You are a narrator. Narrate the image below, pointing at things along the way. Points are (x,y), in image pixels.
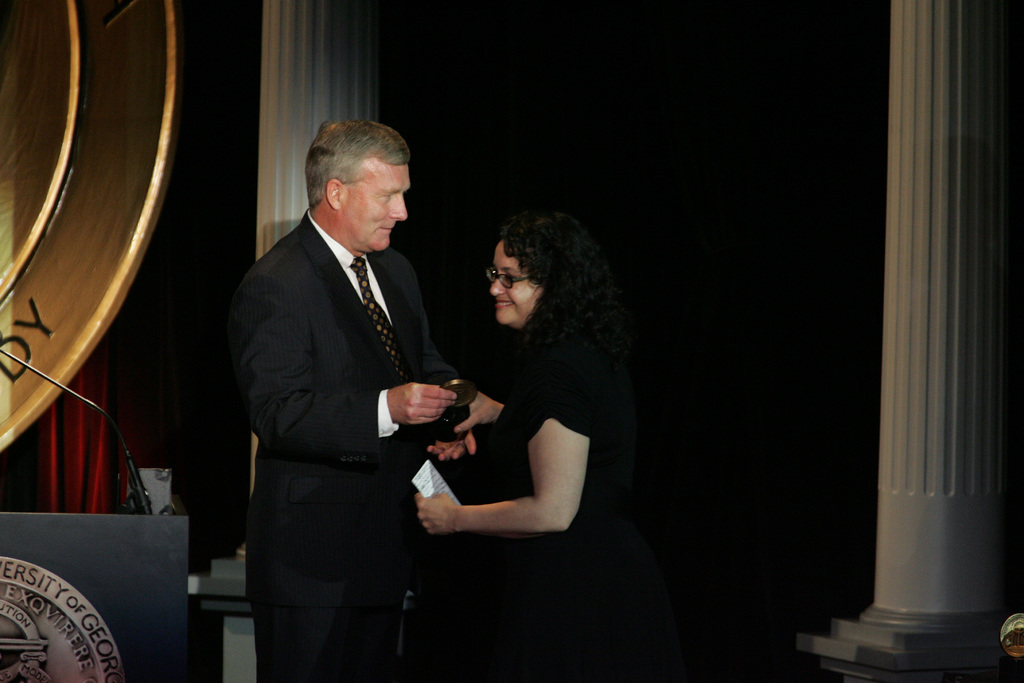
In this image there is a person (342,353) wearing a suit (329,365) and tie (406,379). Before him there is a woman (539,330) wearing spectacles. Behind them there is a pillar (327,51). Left bottom there is a podium (98,550) having a mike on it. There is a board (34,400). Behind it there is a curtain (161,293). Right side (905,424) there is a pillar (890,425).
